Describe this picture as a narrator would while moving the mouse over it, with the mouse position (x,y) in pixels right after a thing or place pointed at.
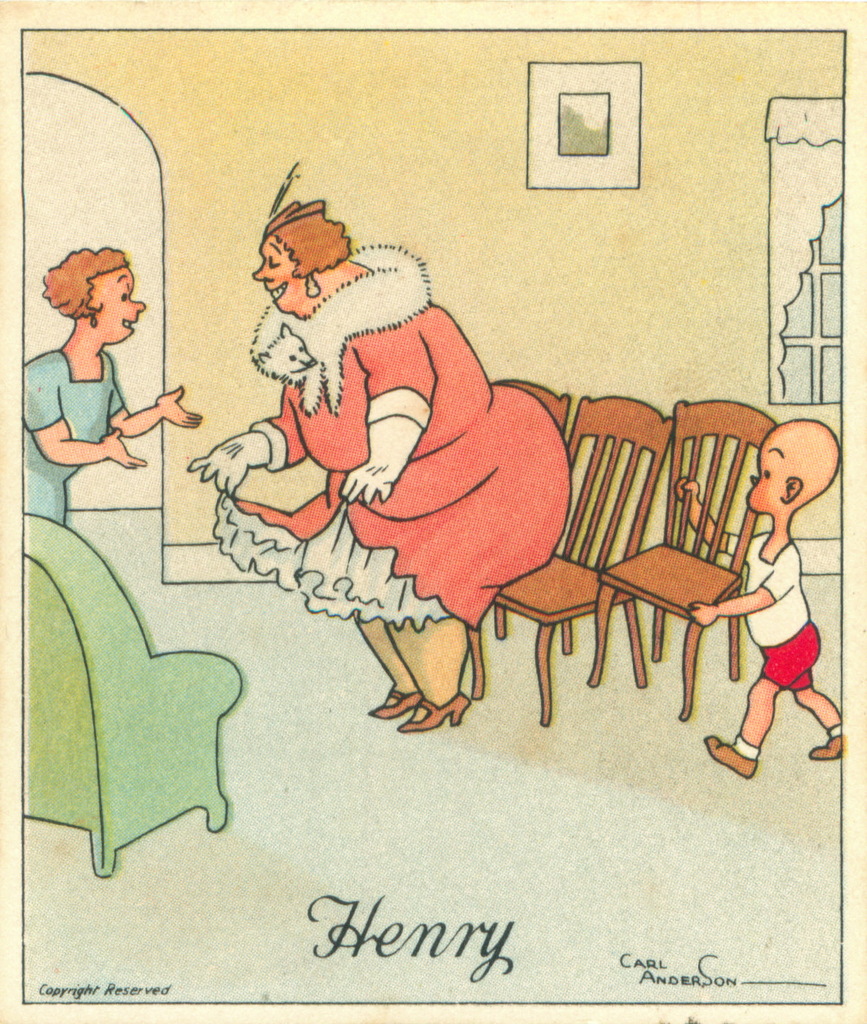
In this image there is painting (531,846) of persons (353,479) and chairs (564,557). In the picture there is a woman (503,565) standing before the chairs (522,583). A boy (788,612) is holding a chair (723,579) and he is walking on the floor (665,853). Left side (103,359) there is a person (64,309) standing behind the chair (88,757). A picture frame (568,122) is attached to the wall (206,214) having a door (81,162) and a window (817,268). Right side (827,337) window (826,369) is covered with curtain (826,181). Bottom of image (47,983) there is some text (415,922).
